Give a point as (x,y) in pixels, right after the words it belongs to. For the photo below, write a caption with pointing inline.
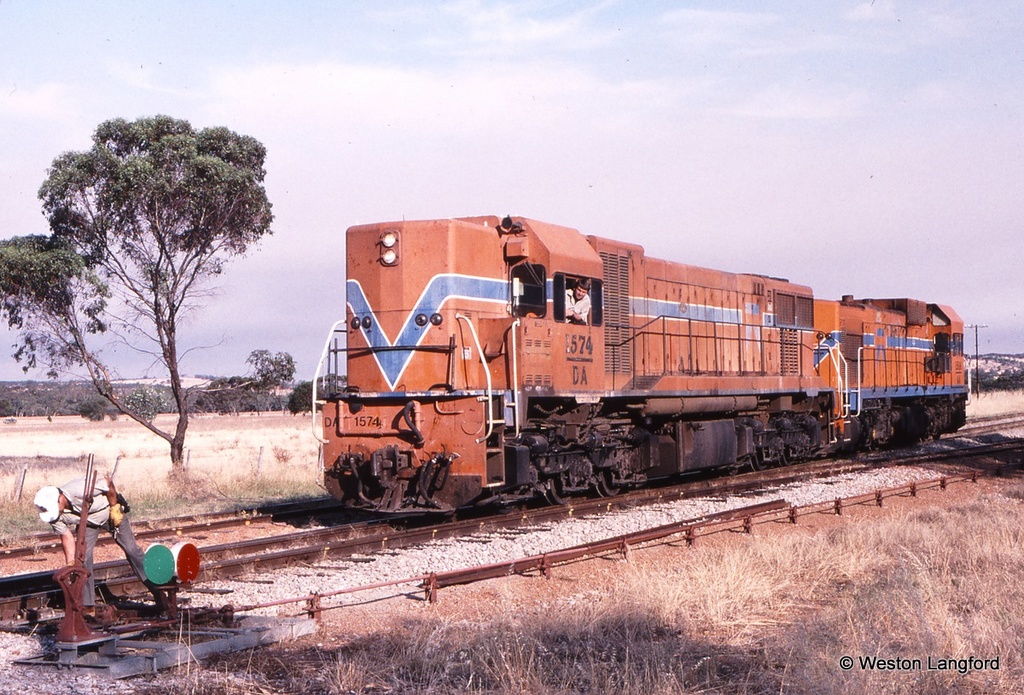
In this picture we can see a train (601,484) on a railway track (515,524), grass (291,460), stones (575,534), two people (129,556), fence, pole (977,340), trees (143,401) and some objects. In the background (412,153) we can see the sky (594,175).
